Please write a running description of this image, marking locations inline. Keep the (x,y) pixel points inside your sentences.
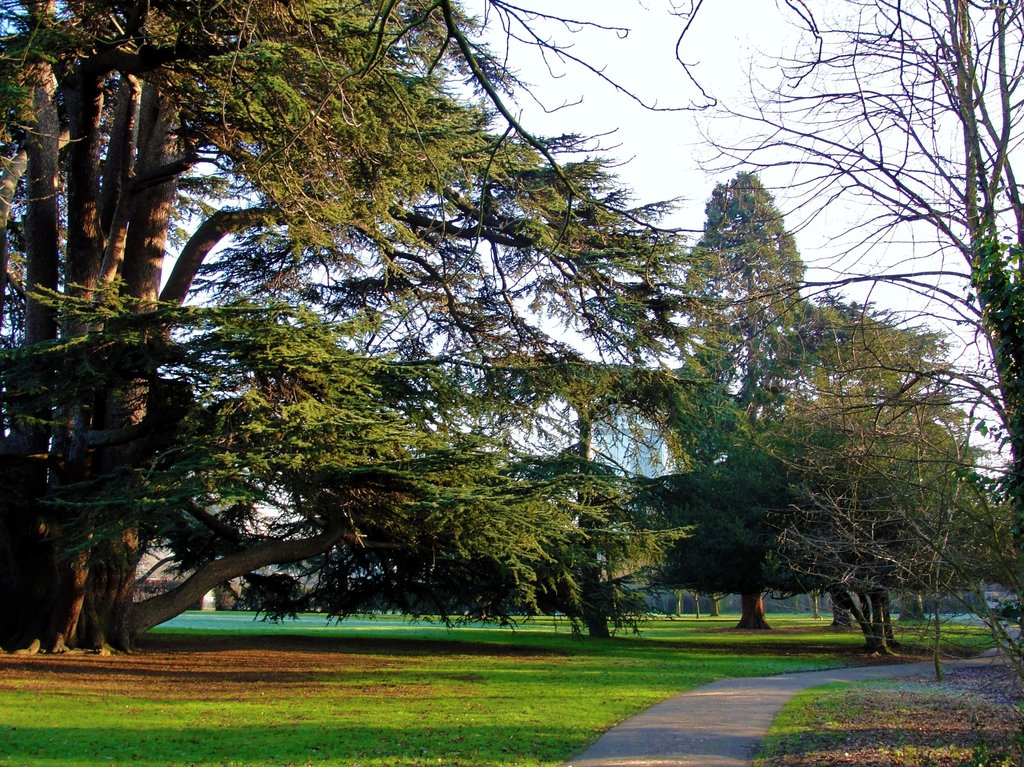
In this image we can see buildings (215,601), trees (222,523), ground (780,628), road (641,715) and sky (685,141).
